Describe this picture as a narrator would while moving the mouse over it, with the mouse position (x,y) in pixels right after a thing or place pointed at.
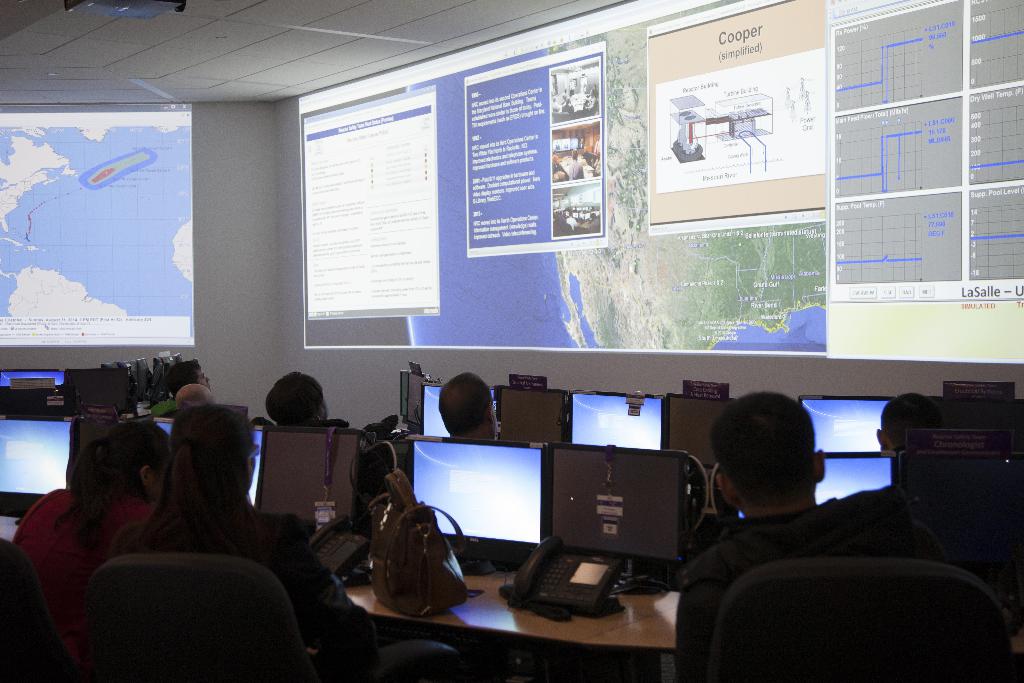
In this picture we can see some persons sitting on the chairs (779,630). This is the table (603,635). On the table (585,642) there are some monitors (650,471). And this is the screen (533,214) and there is a wall (231,291).
